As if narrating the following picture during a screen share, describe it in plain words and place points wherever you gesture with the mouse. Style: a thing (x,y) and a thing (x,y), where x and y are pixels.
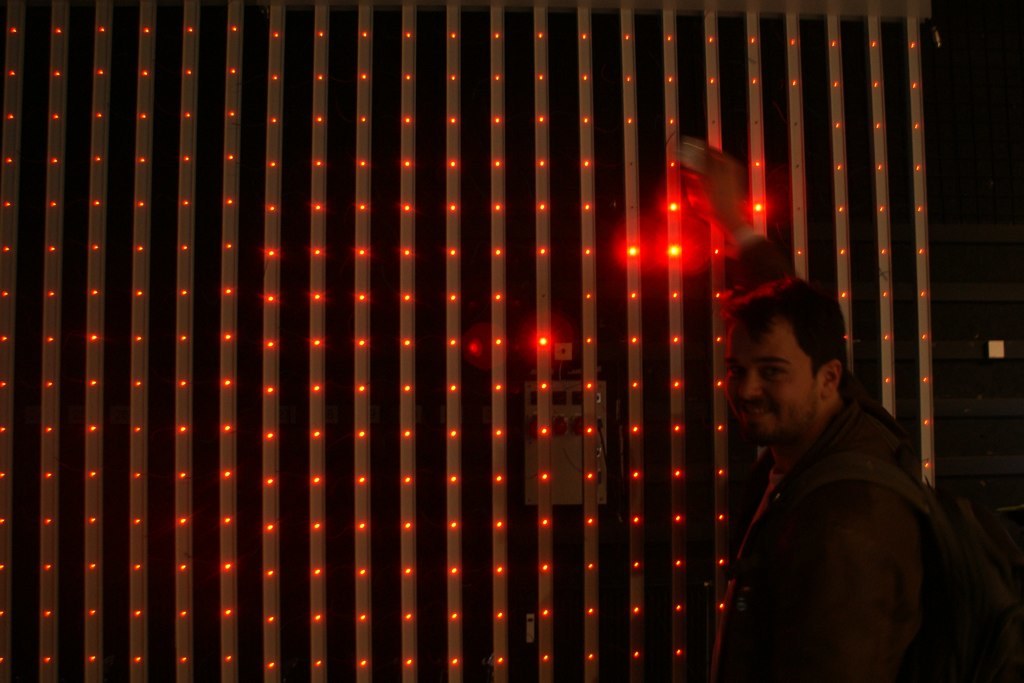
In this image I see a man (834,372) who is smiling and I see that he is wearing a bag (938,544) and in the background (637,253) I see number of red lights (624,258).
